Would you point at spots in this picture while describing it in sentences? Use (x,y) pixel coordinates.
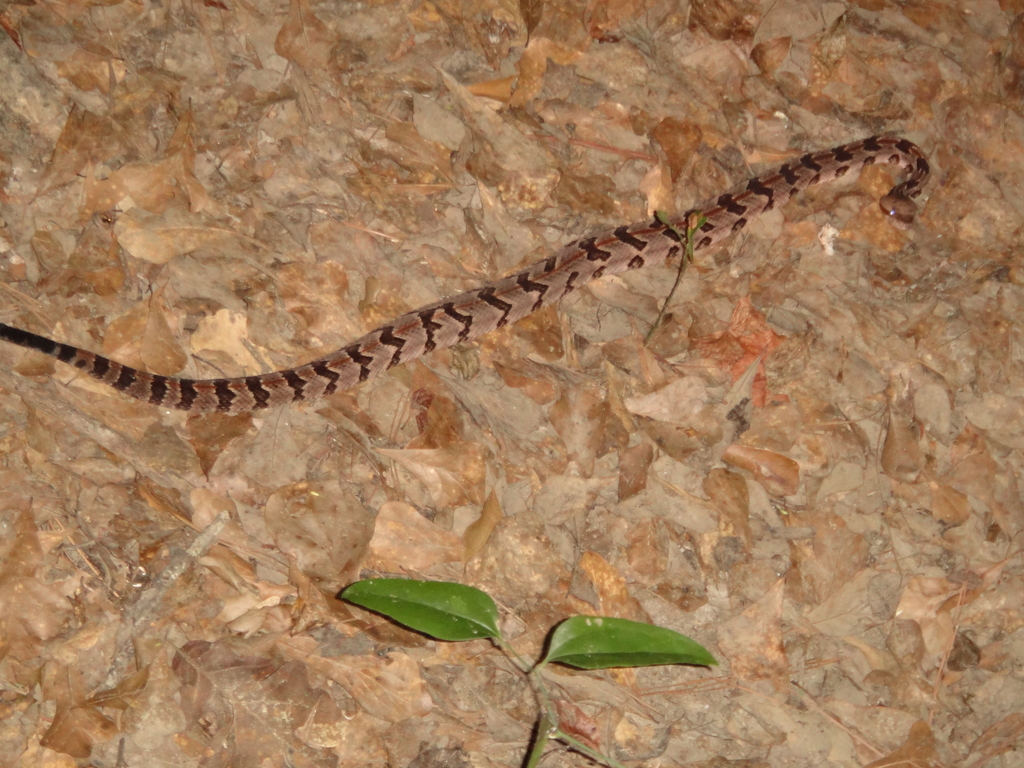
In this image, we can see a snake (851,148) and we can see two green leaves (583,653).
